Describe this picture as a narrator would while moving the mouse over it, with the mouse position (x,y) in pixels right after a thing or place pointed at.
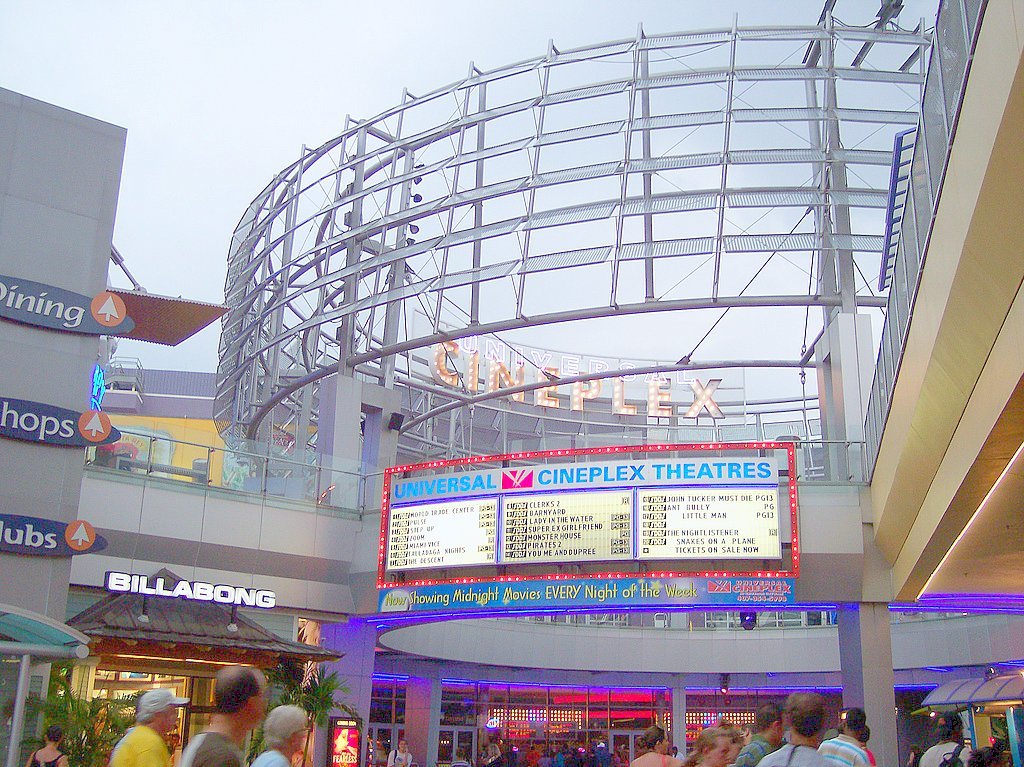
In this picture I can see there is a shopping mall (538,570) and there are many people (850,764) walking here and there are name plates (459,543) and the sky (313,226) is clear.
